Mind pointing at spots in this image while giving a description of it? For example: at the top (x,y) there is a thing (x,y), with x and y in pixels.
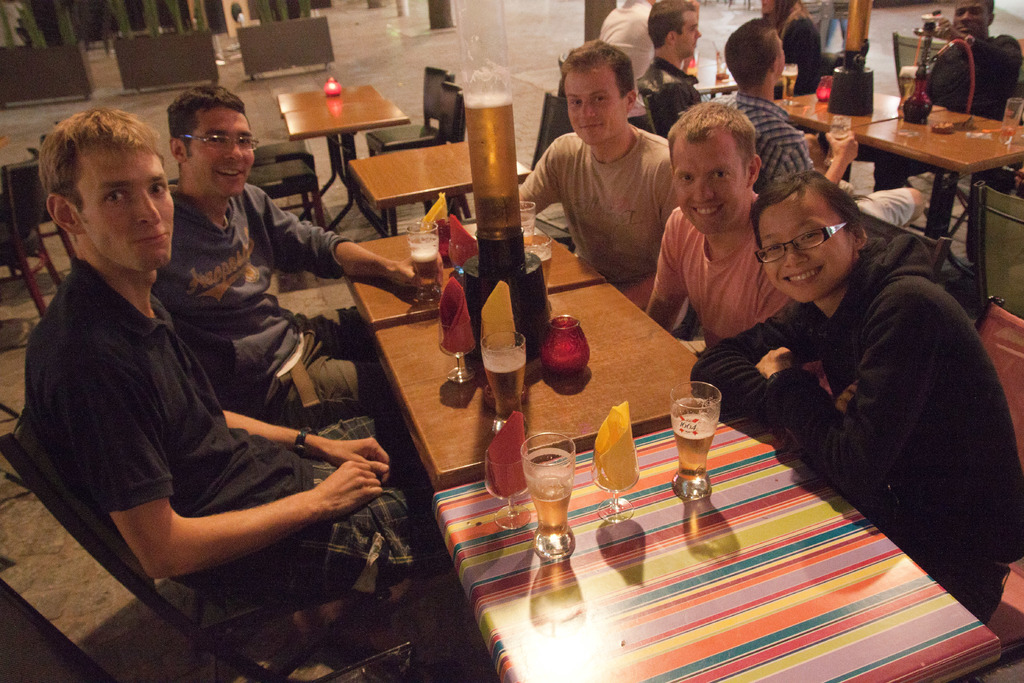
In this image there are group of persons (553,195) sitting and having their drinks (553,443).
